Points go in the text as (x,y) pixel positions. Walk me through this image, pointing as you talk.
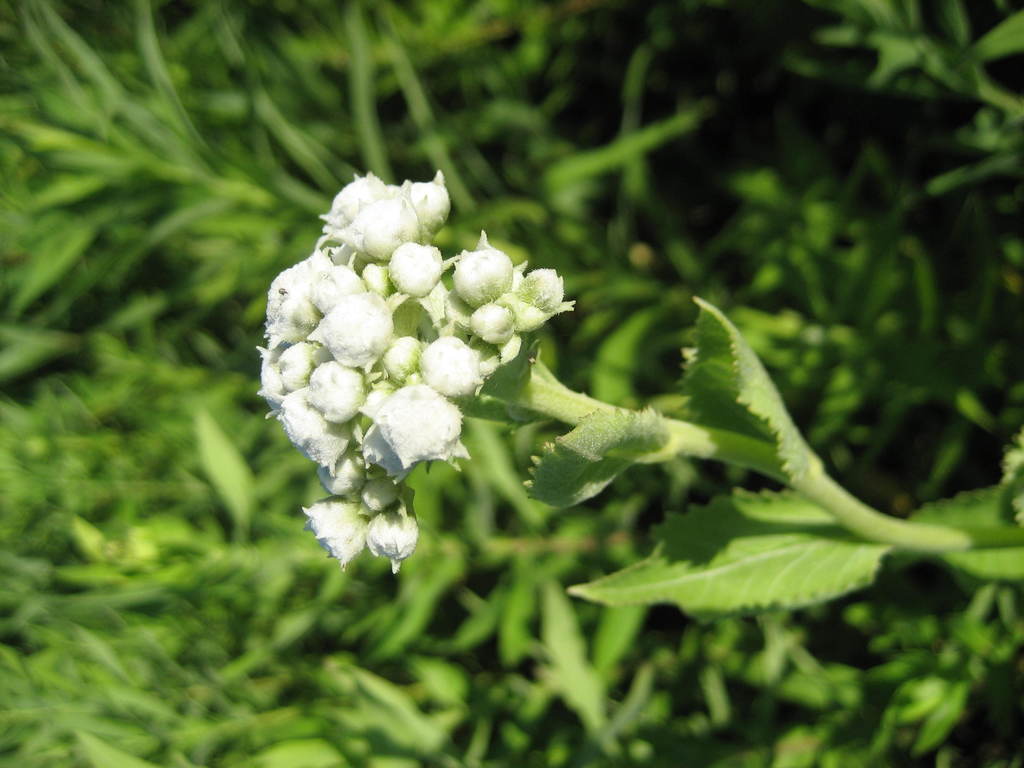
In this image there are flower buds (527,327) and plants (752,543), in the background (275,551) it is blurred.
